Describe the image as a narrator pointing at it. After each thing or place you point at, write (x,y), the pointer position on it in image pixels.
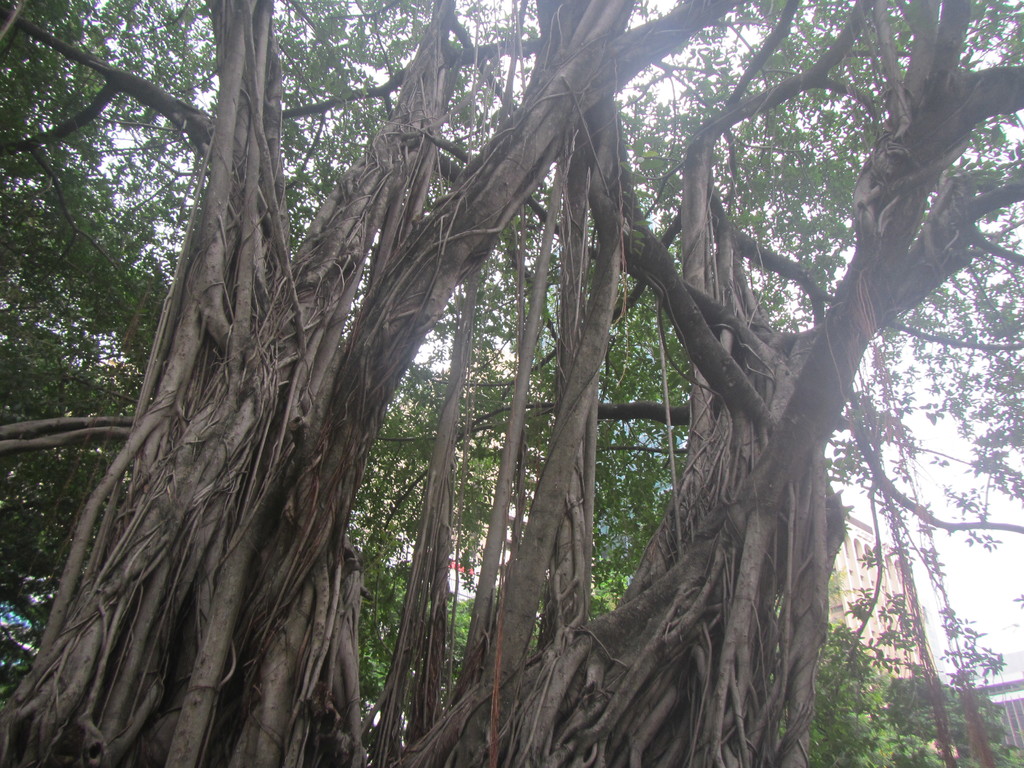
In this image I can see few trees (486,117). On the right side (893,626) there are two buildings (860,562).
